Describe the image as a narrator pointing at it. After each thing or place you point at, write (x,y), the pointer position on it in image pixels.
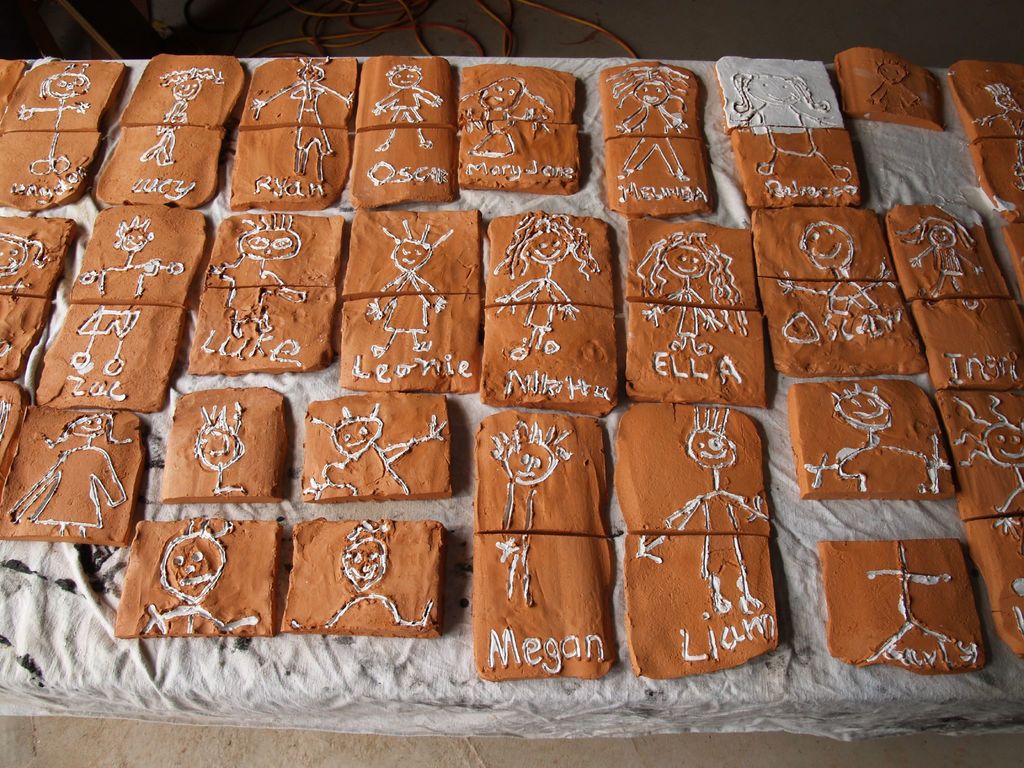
In the picture we can see some square shape objects (427,350) which are made of clay (39,444) and we can see some designs (65,485) of persons (252,243) and there are some names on it.
